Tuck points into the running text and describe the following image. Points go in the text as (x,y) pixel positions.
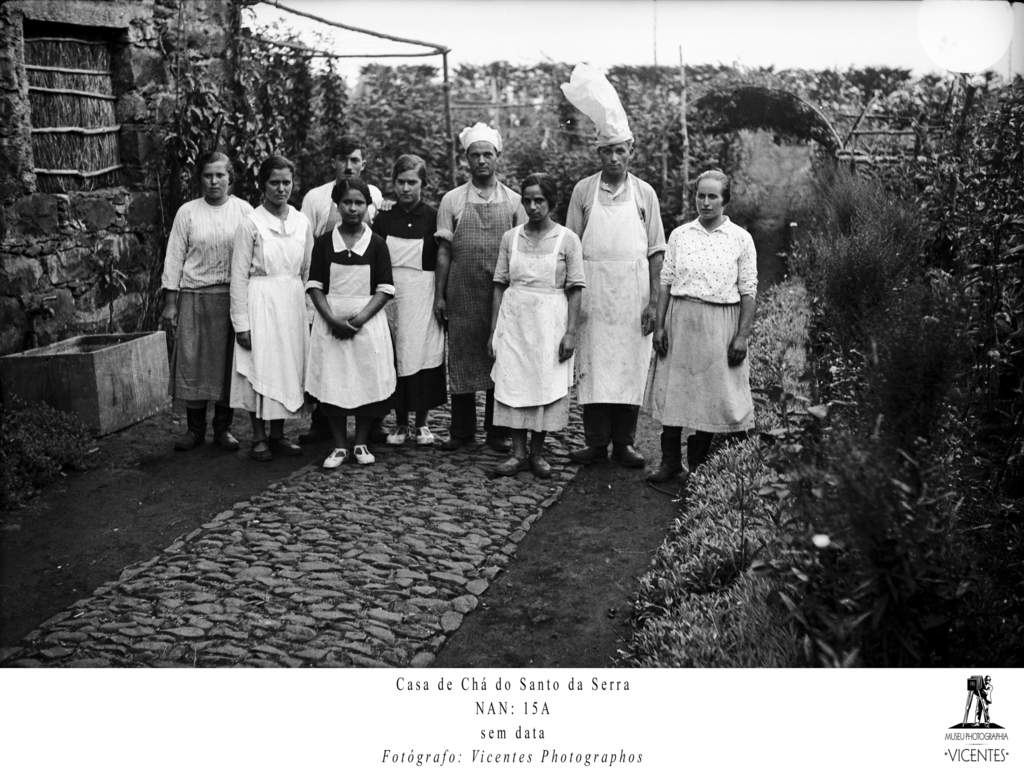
In this image, there are some people (670,458) standing in the middle (669,435), and we can see there are some trees (881,249) surrounded.
